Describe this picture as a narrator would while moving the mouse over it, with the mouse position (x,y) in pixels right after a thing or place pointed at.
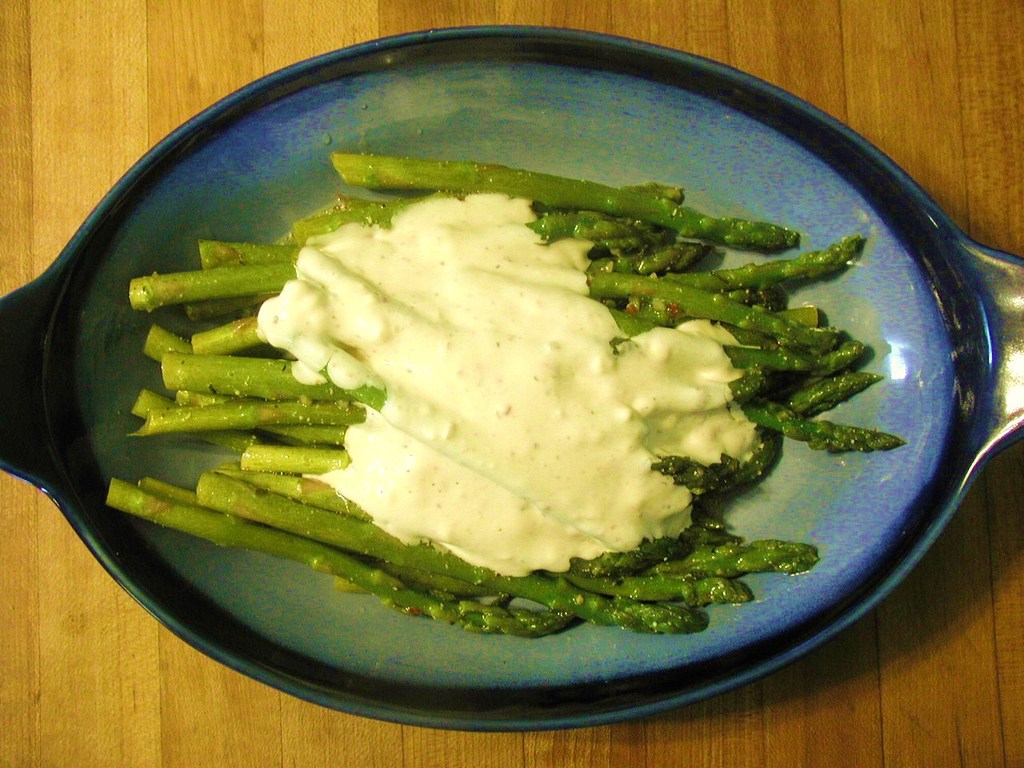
In this picture we can see a bowl (479,669) on the wooden surface (933,100) with food items (436,232) in it.
